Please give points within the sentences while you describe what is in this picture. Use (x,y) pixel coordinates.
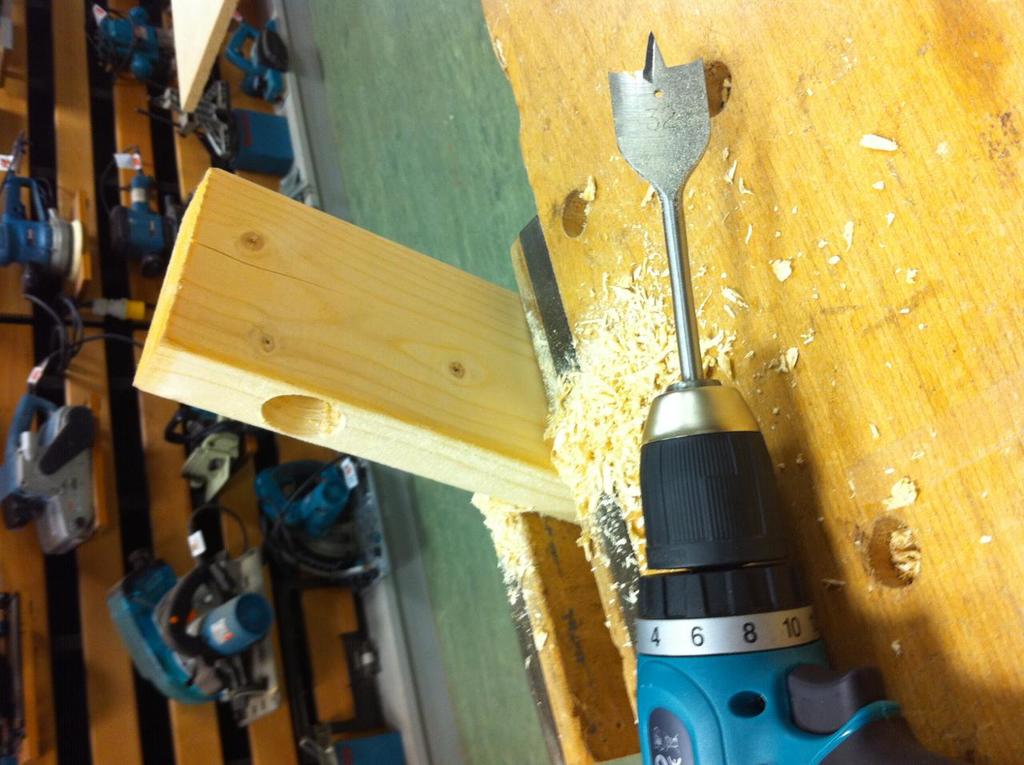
In the picture we can see a wooden plank (493,482) and a drill machine (703,483) on it and near to it, we can see a wall (95,387) with some machines (265,604) to it.
